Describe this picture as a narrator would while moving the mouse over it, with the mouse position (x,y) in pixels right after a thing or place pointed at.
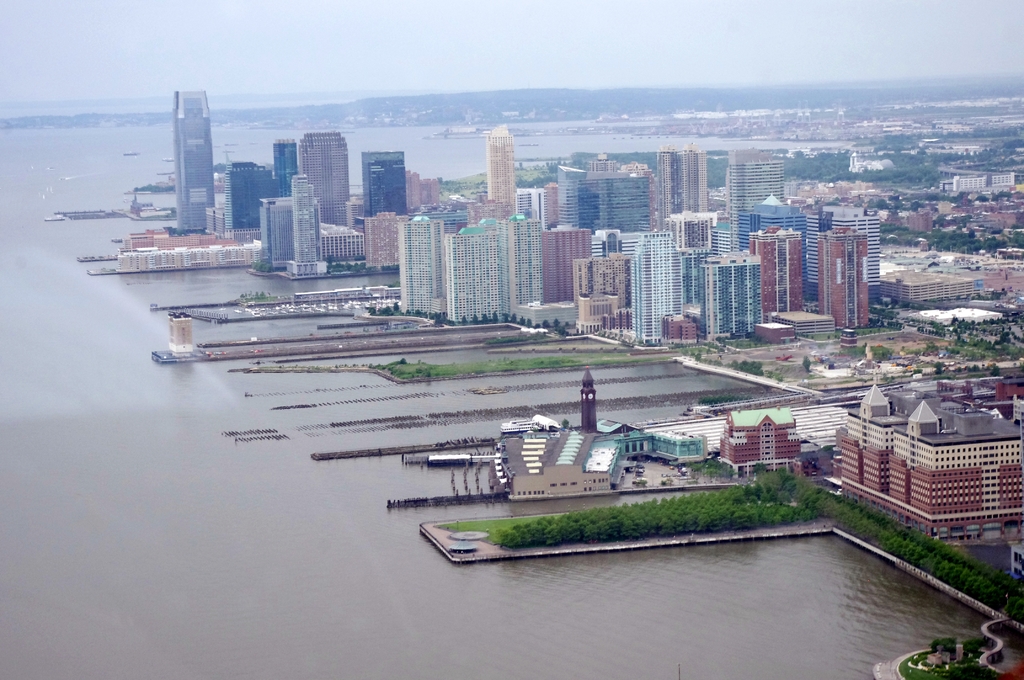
In the background (645,26) we can see the sky (645,26). In this picture we can see buildings (741,290), trees (652,525), water (558,590) and grass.
